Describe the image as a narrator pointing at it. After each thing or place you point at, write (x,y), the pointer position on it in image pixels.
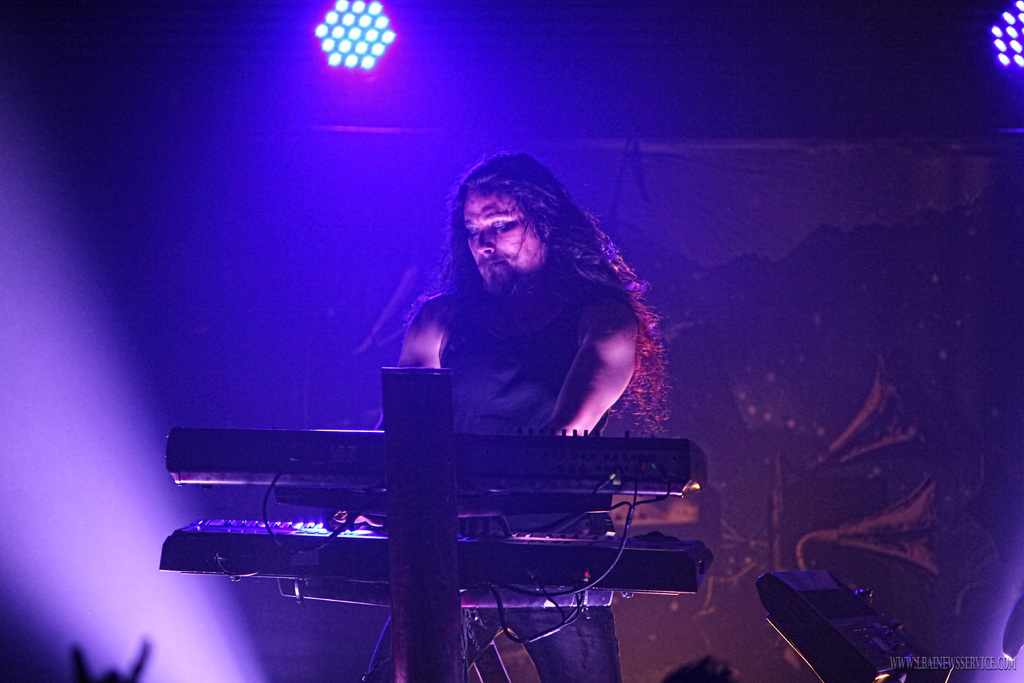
In this image there is a man (520,361) playing piano (187,469), in the background (376,17) there is a light (338,30).
